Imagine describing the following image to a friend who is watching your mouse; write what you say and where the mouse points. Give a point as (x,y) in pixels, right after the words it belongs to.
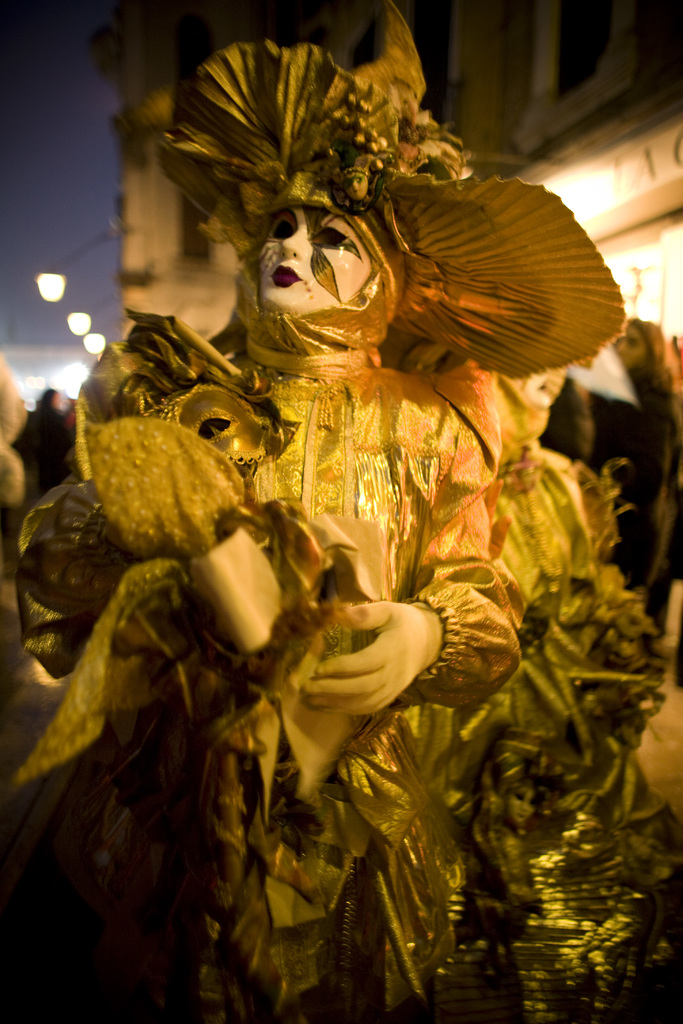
In this image we can see a woman (284,325) standing and wearing a costume (350,382). In the background (454,60) there are buildings (521,100), people (559,388) standing on the road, electric lights (87,323) and sky (87,142).
